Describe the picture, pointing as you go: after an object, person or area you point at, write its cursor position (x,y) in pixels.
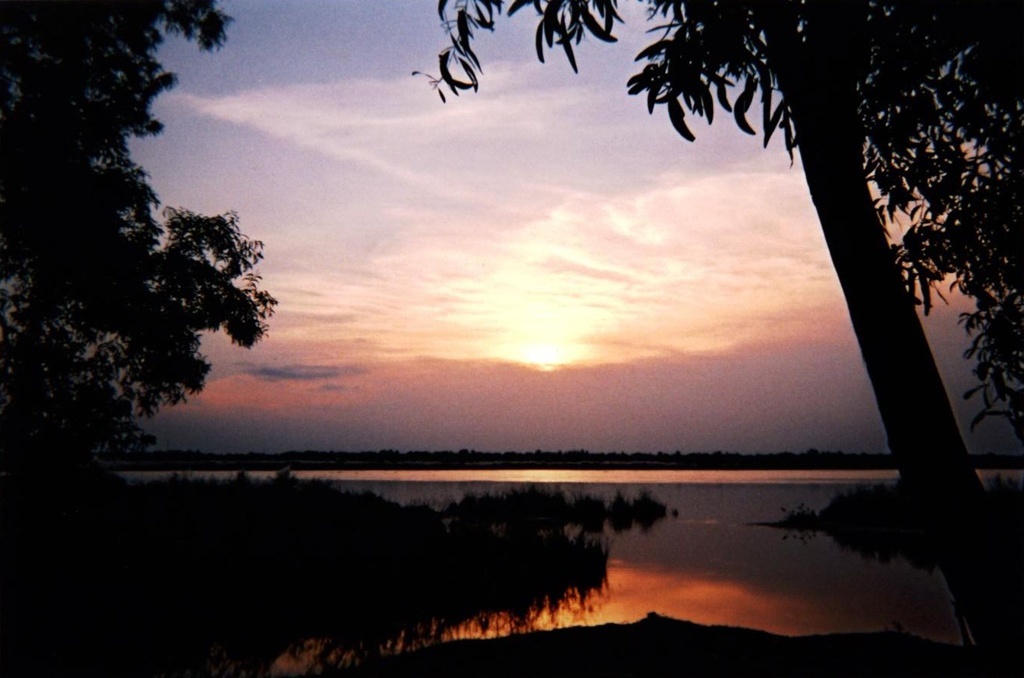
This image is taken outdoors. At the top of the image (357,142) there is the sky (549,374) with clouds (600,378) and sun (541,339). At the bottom of the image (589,672) there is a ground (646,669) with grass (200,570) on it. In the middle of the image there is a pond (626,481) with water (704,492). In the background (753,458) there are a few trees (806,458) and plants (268,460) on the ground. On the left (48,302) and right sides of the image there are a few trees (913,503) on the ground (22,543).
